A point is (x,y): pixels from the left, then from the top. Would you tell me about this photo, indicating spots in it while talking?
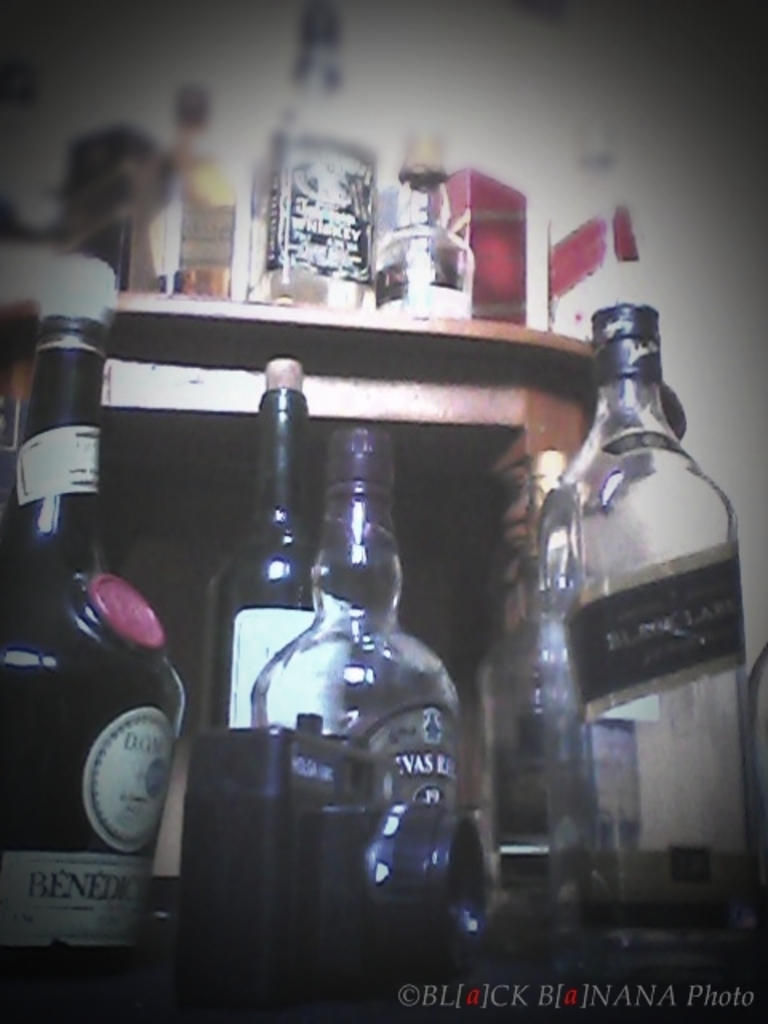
In this image we can see a few wine bottles (29,909) which are kept on the floor (505,976) and this is a wooden table (333,331) where a few wine bottles (265,270) are kept on it.
